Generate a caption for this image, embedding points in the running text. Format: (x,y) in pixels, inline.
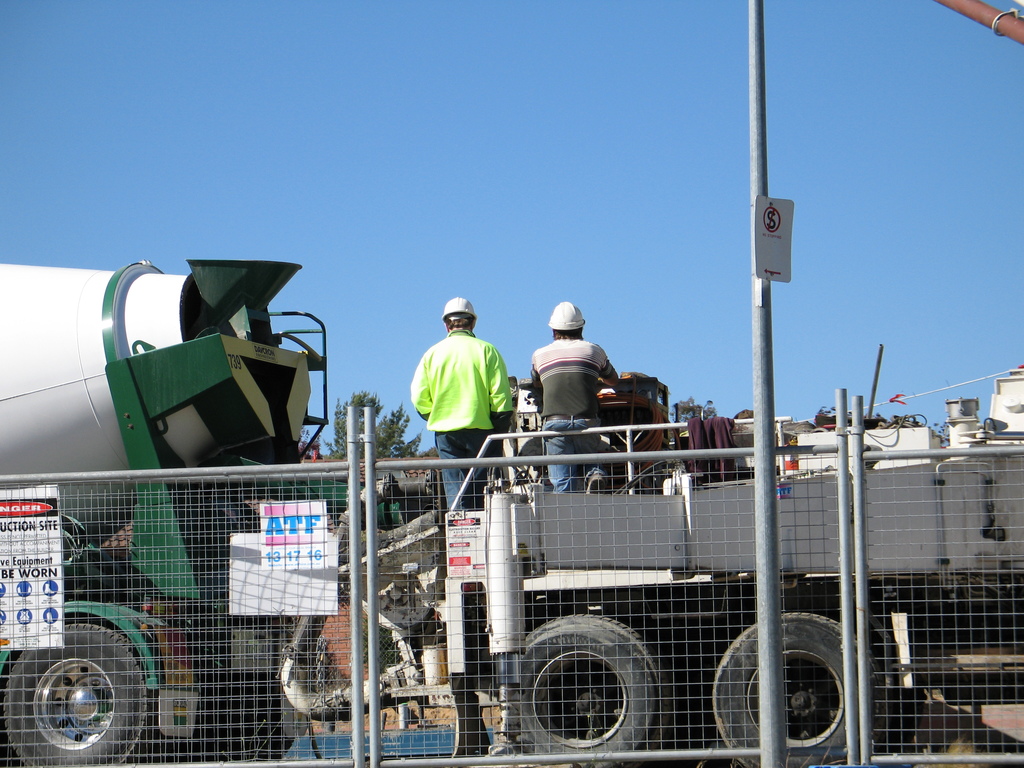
In this picture I can see there is a truck (538,418) and there are two people (595,397) standing, they are wearing helmets (568,322) and there is a fence (356,596) and a pole (754,126). There are few trees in the backdrop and the sky (275,30) is clear.
